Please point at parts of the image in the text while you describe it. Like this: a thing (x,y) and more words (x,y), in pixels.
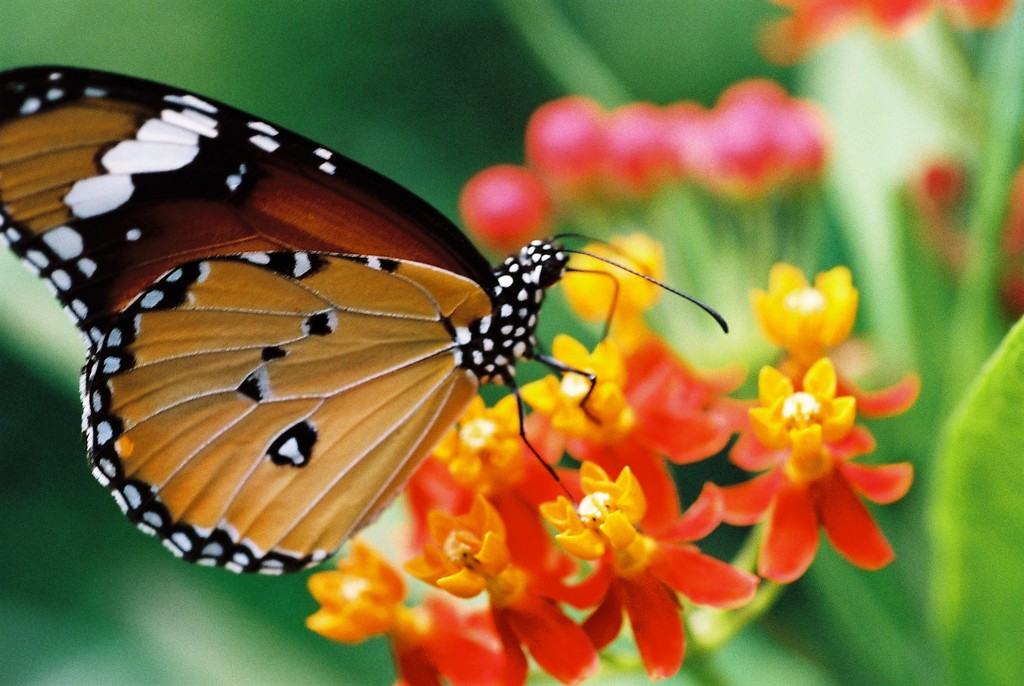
In this image we can see there is a butterfly (353,447) on the flower (633,518).
